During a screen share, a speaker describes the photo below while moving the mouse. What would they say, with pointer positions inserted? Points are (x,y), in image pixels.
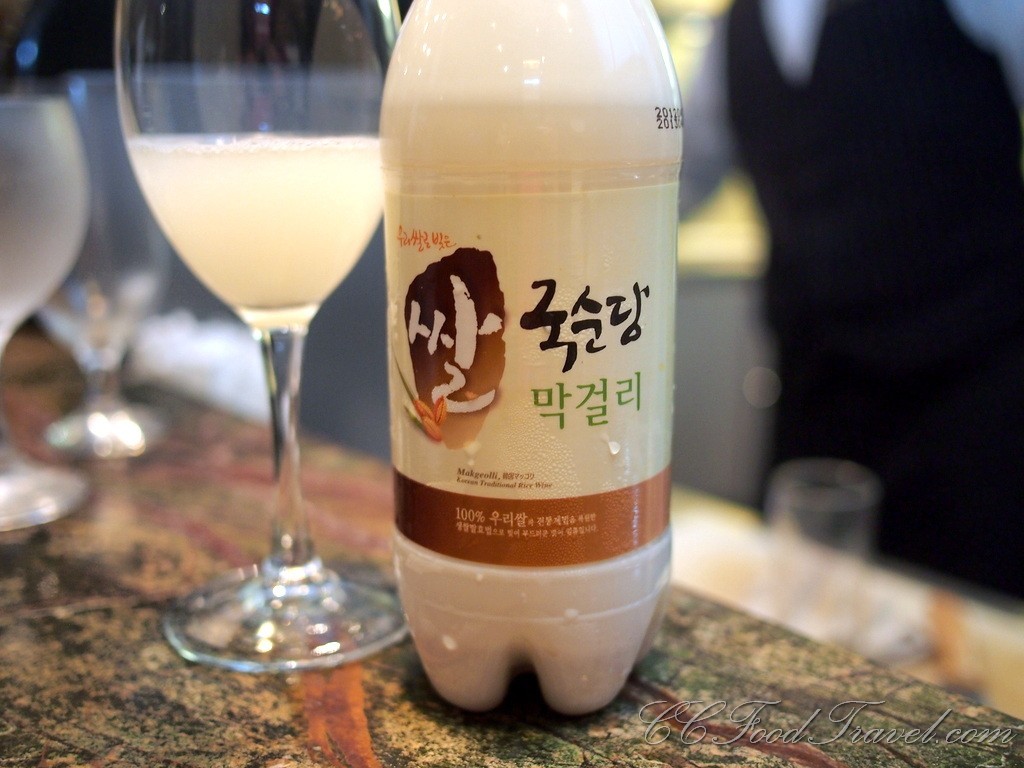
There are glasses (234,284) and bottle (472,654) on the table (654,693). On the bottle (584,385), there is a logo (508,370).
